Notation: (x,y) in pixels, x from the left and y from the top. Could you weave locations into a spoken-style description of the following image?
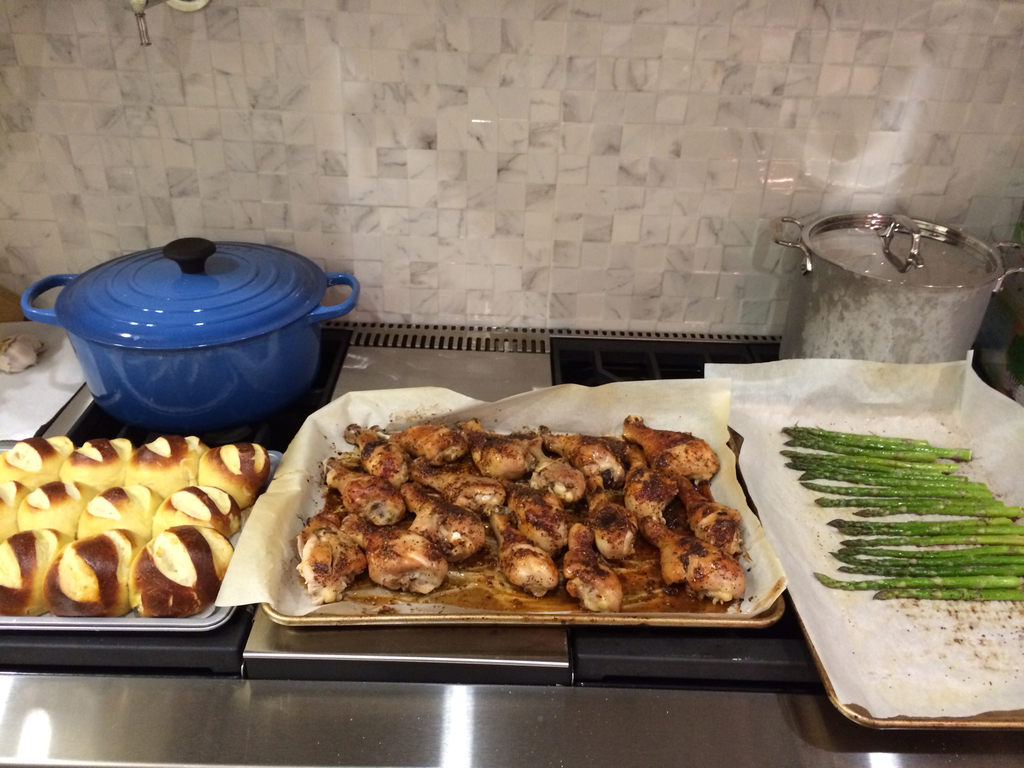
In this picture I can observe some food (440,539) placed on the stove (383,724). The food (512,452) is in brown and green color. On the left side (108,298) I can observe blue color dish (144,343). In the background (228,133) there is a wall (481,102).
